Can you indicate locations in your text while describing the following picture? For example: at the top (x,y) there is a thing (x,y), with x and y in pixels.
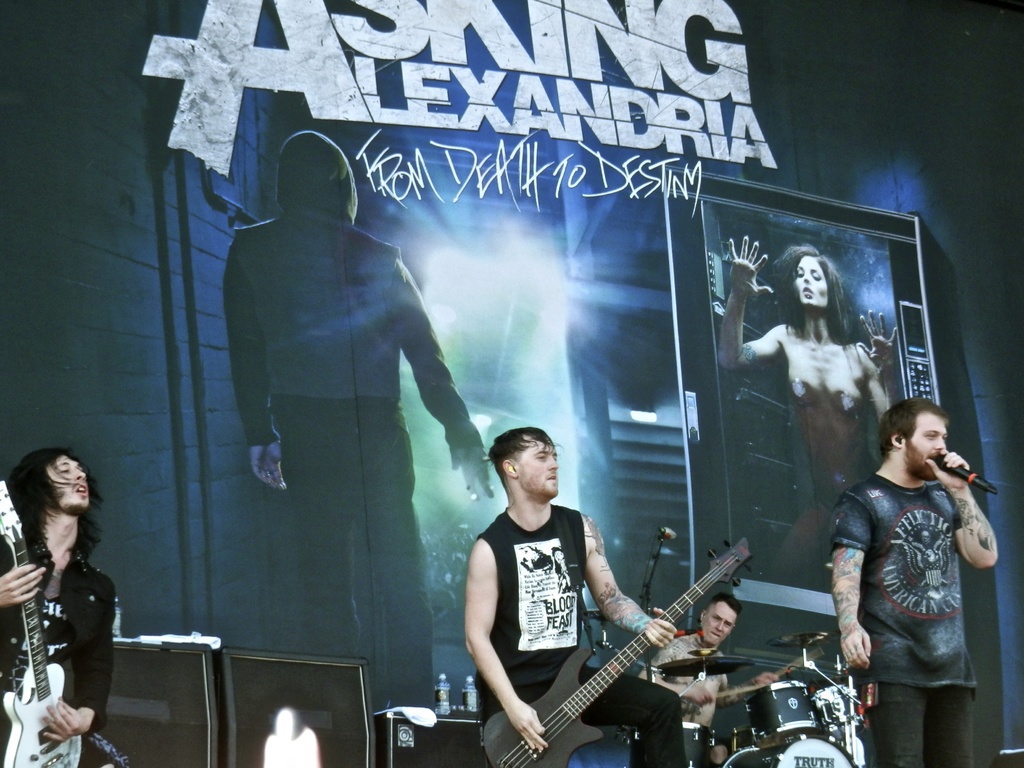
This picture describes about group of people (877,533), these people (75,618) are playing musical instruments (809,688), in the right side of the image (874,566) a man (874,590) is singing with the help of microphone (981,479), in the background (771,369) we can see some hoarding (773,353) and lights (503,289).
